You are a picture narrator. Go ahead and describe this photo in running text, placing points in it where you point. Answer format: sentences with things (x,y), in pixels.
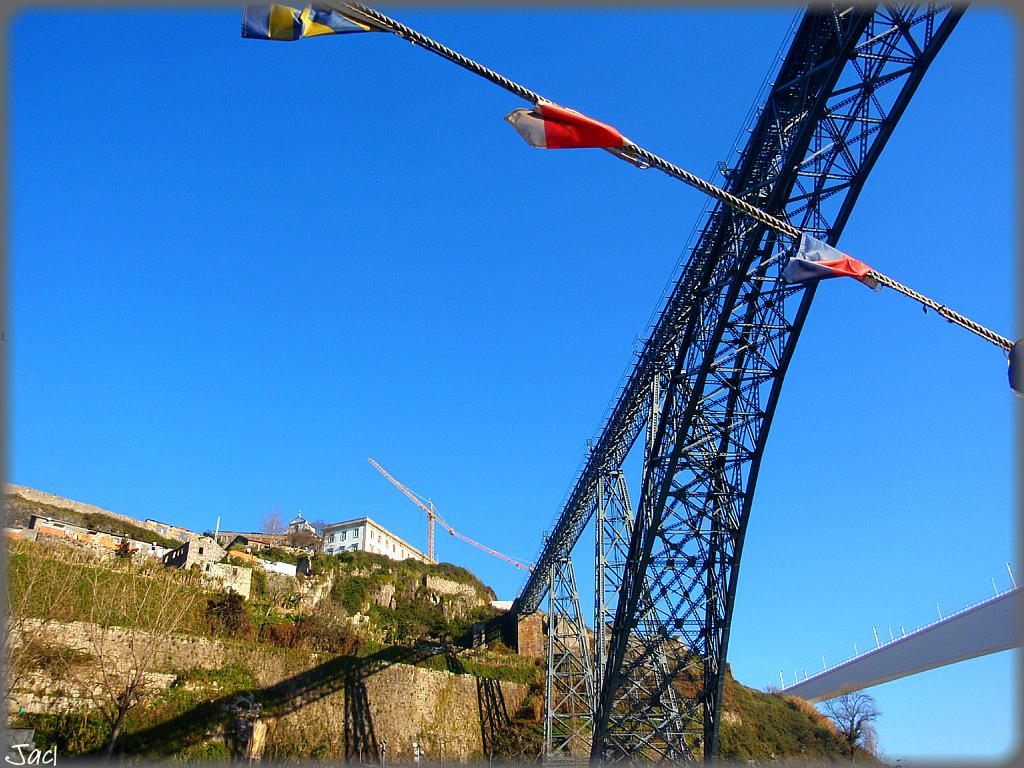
In this image we can see a bridge (646,500) with iron rods (627,500) and pillars (596,616) with iron rods (609,655). Also there is another bridge (868,669). There are trees (398,638). In the back (181,550) there are buildings (344,539). Also there is sky (297,327). And there is a rope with clothes (838,265).
